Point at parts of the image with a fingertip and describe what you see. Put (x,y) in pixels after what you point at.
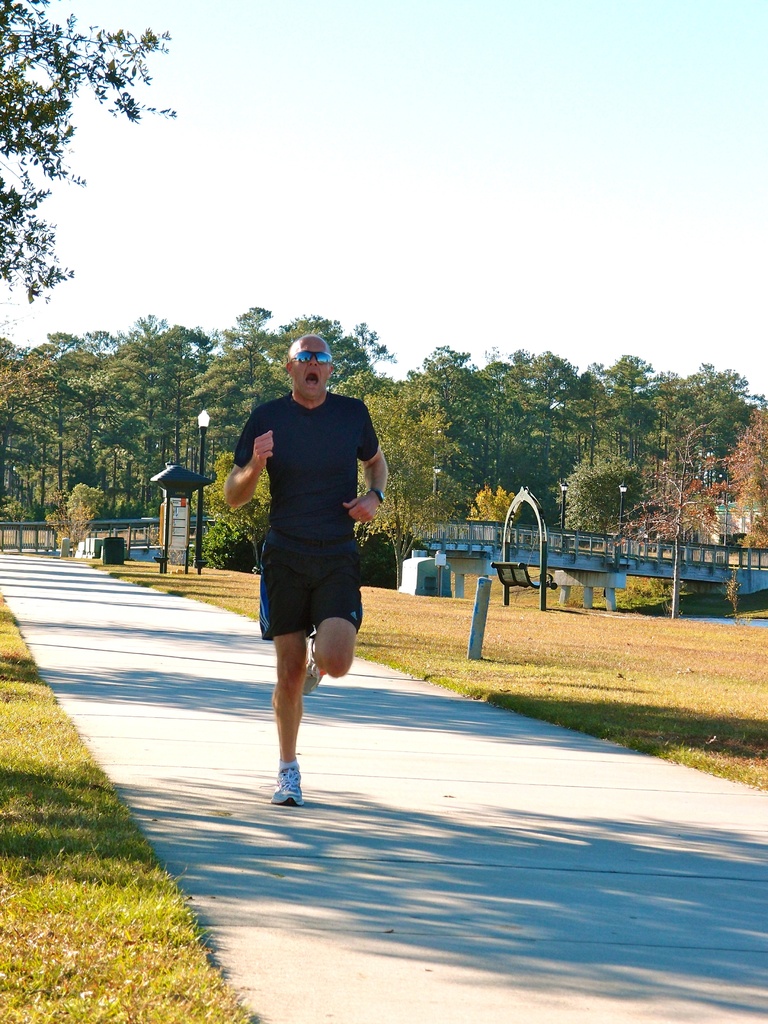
In this image we can see a man (345,426) running on the path (314,747). In the background (366,306) there are sky (429,185), trees (110,361), bridge (499,535), bench (522,572) on the ground (533,590), street poles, street lights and bins (116,562).
